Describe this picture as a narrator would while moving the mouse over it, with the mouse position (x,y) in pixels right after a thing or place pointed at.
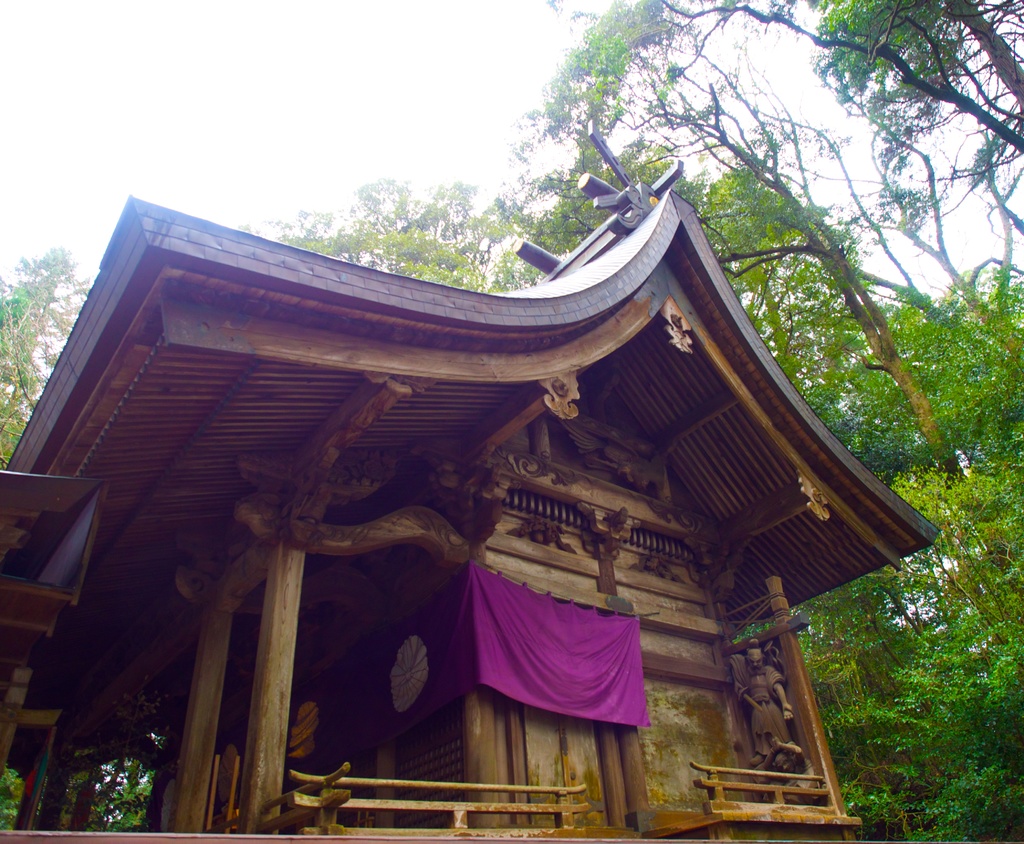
In the center of the image (463,440) there is a shed (655,691) and we can see sculptures (769,733) carved on the shed (718,505). There is a flag (397,647). In the background (17,331) there are trees (805,249) and sky (394,143).
